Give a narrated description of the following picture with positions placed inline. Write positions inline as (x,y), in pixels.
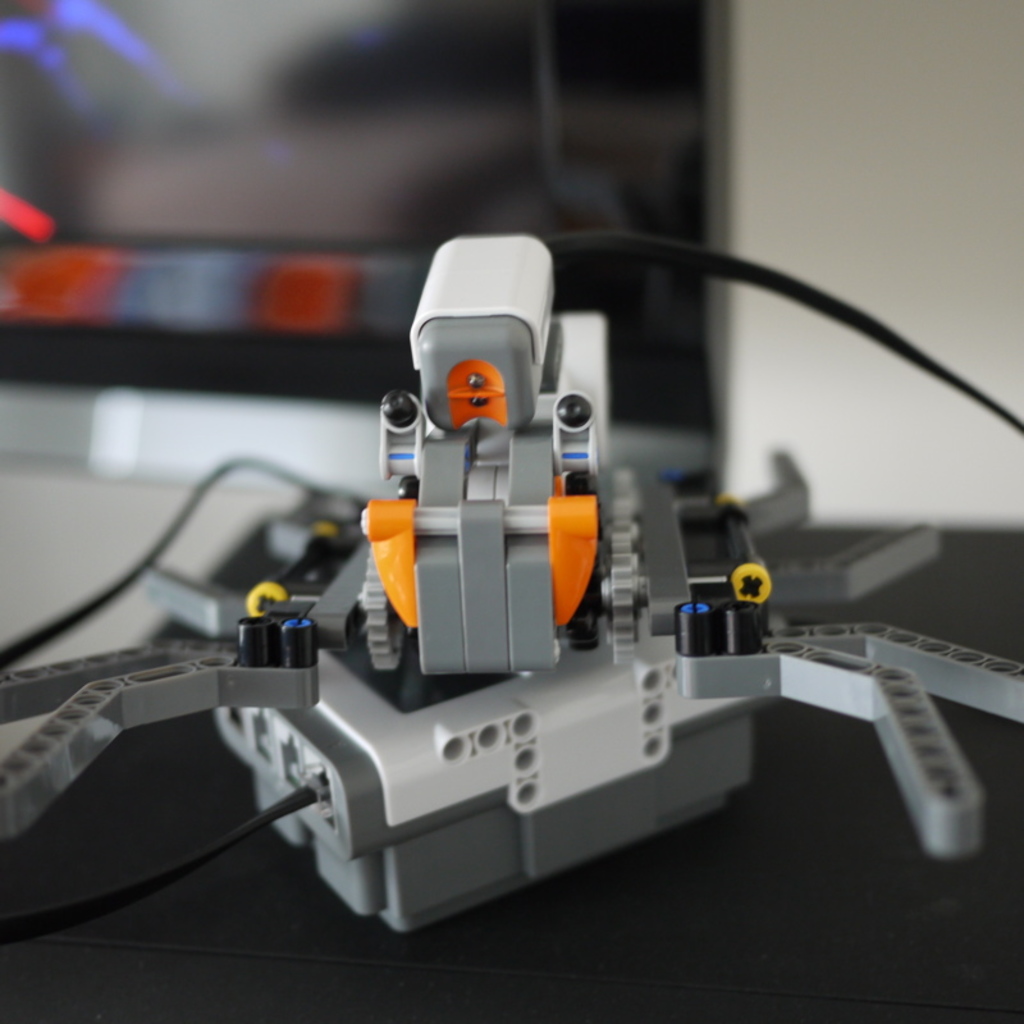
In this image there is an object (448,526) on the table (743,825). Background (905,289) is blurry.
